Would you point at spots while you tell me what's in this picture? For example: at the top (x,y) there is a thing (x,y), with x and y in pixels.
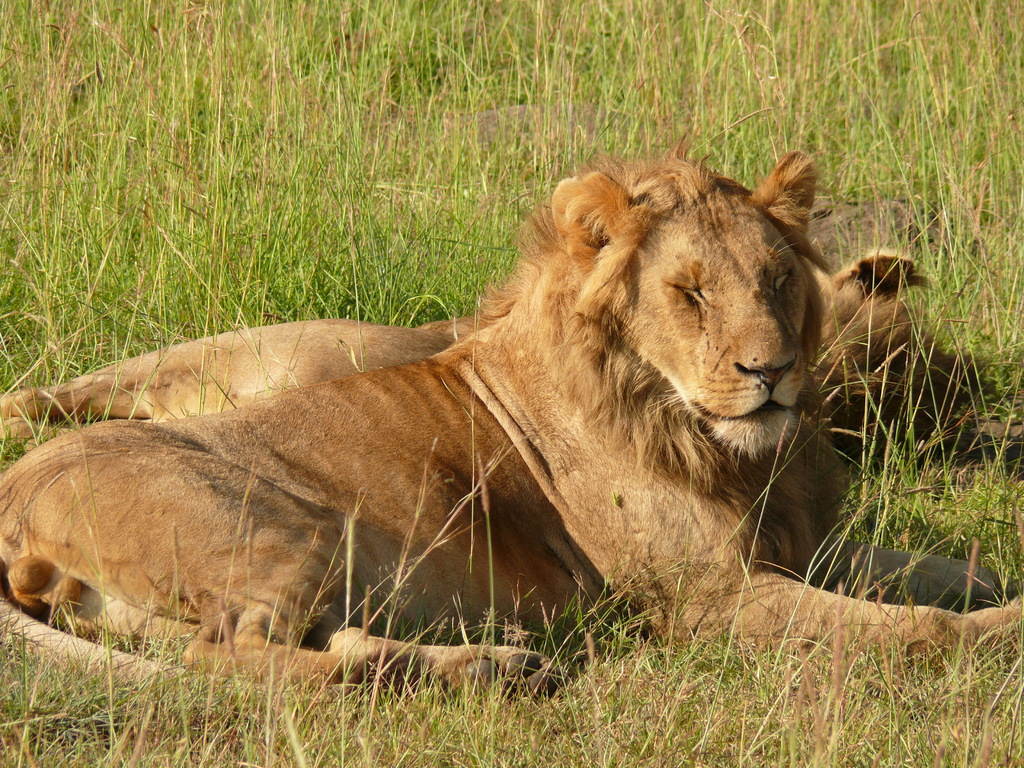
In this image two animals (546,398) are sitting on the grassland (973,657).
